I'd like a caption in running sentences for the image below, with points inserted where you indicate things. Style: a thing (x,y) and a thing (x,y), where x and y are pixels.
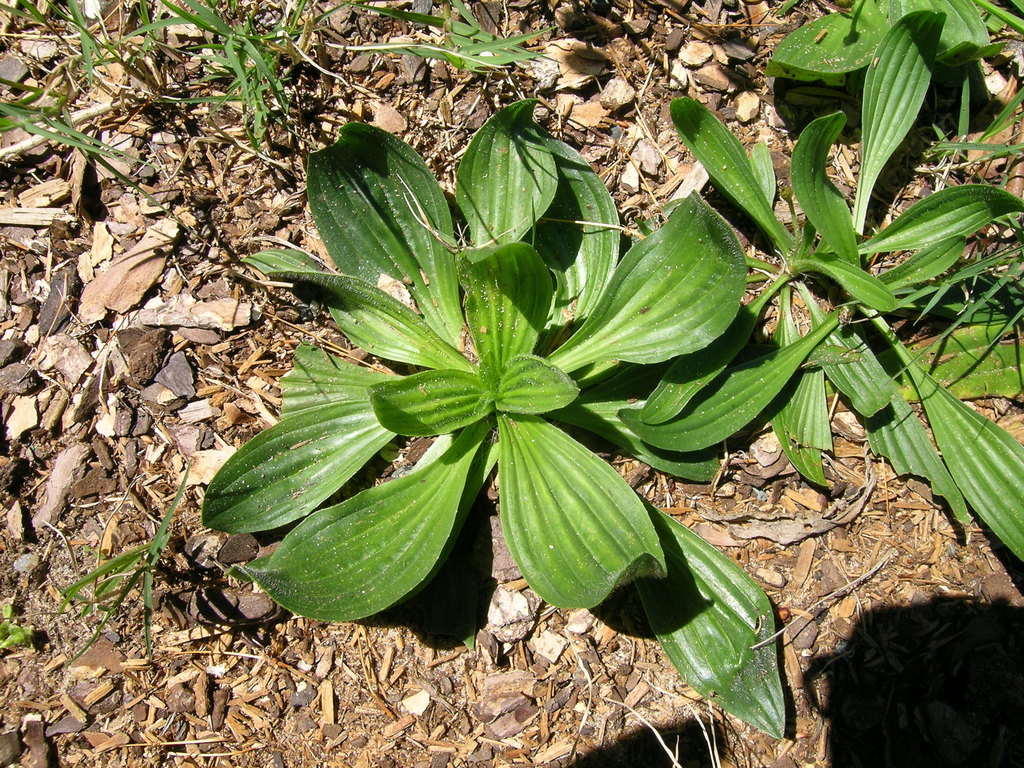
In this image there are plants (393,252) and leaves (513,180) on the surface (249,283), on the surface (771,554) there are dry leaves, branches (271,236) and stones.
